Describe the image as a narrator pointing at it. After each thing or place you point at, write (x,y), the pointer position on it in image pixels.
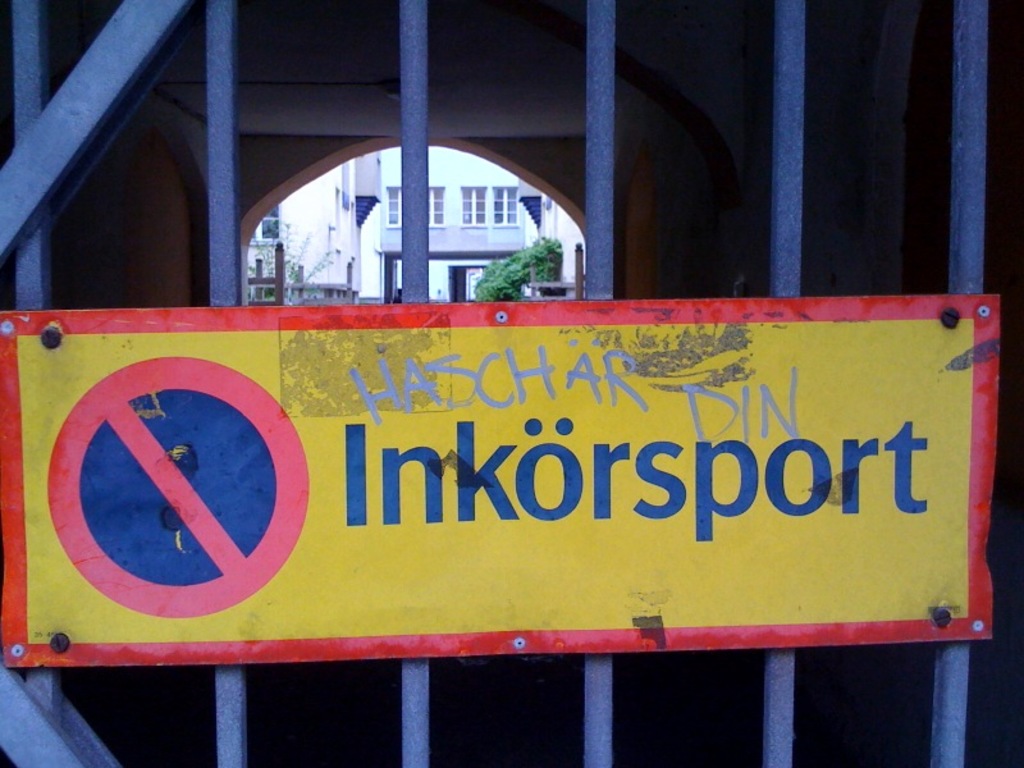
In this picture there is a sign board (670,485) in the center of the image (549,501) on a gate (211,293) and there are buildings (386,234) and greenery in the background area of the image (447,230).
